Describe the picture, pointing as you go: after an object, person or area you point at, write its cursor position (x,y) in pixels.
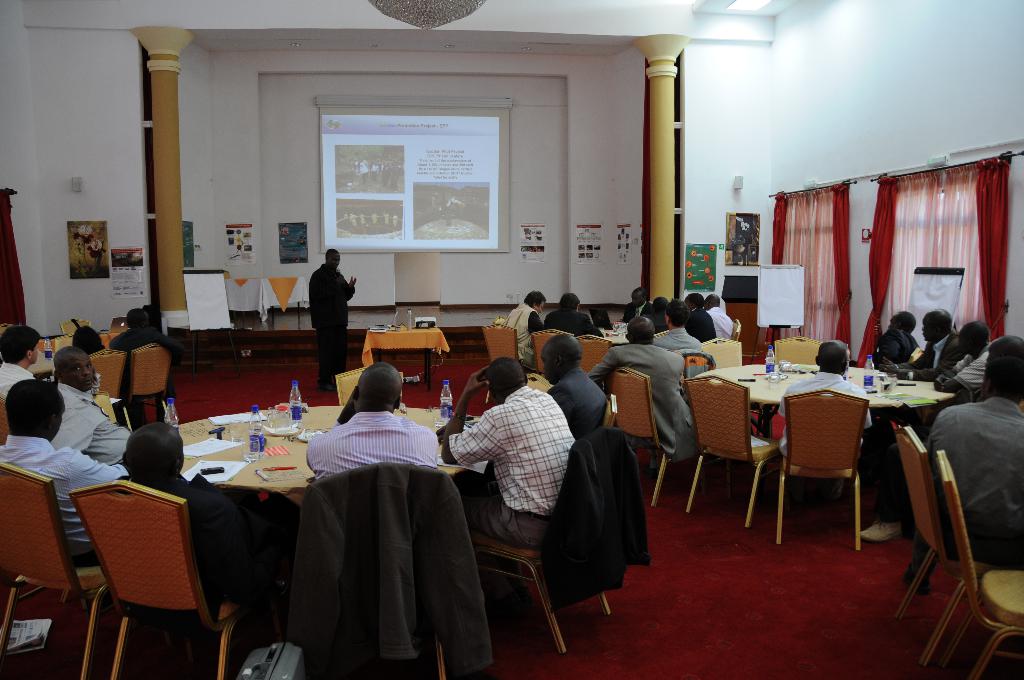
In this picture it seems to be conference meet, there are different table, the people (658,394) those who are sitting on the table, the person (339,252) who is standing at the left side of the image (338,370) is explaining about the topic, there are curtains (785,237) at the left (149,202) and right side of the image (809,255) and there are glasses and bottles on the table (297,449).
